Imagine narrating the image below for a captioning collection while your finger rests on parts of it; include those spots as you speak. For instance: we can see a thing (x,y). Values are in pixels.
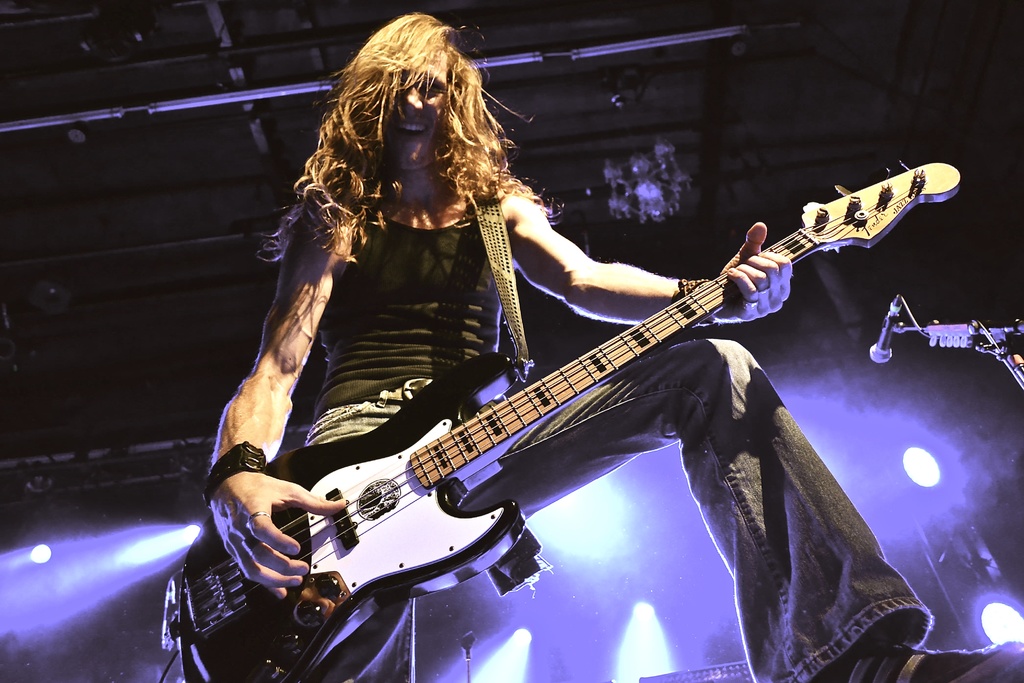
In this image we can see a person (586,458) holding a guitar (317,463) and playing it. In the background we can see show lights (917,465).
